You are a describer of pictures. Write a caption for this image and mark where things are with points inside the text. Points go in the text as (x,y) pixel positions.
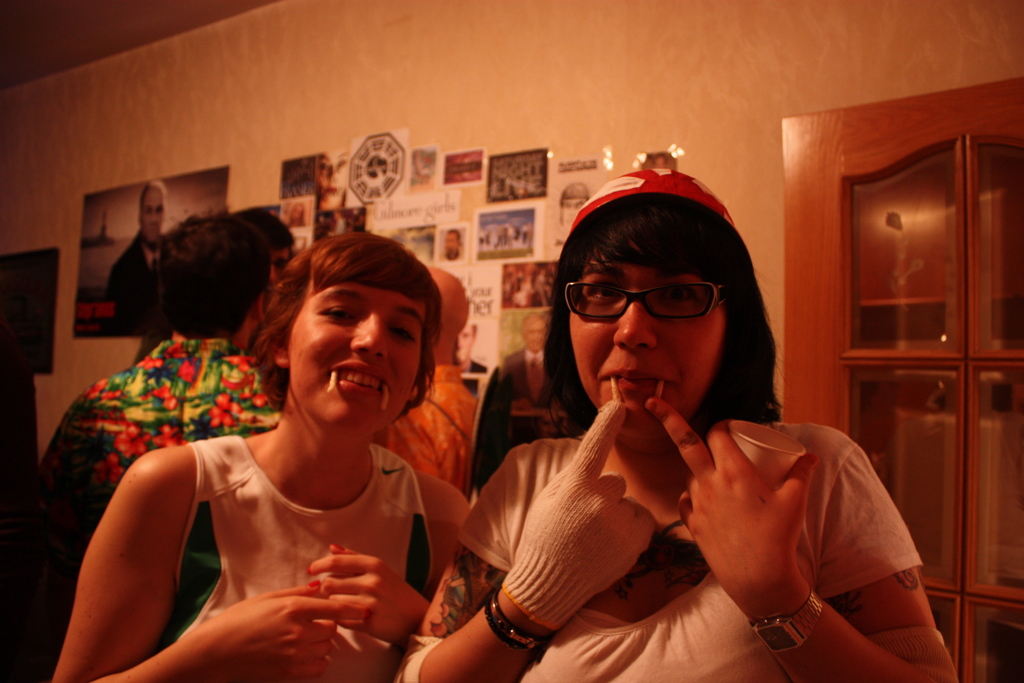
In this image in front (265,636) there are two people (563,510). Behind them there are few other people (236,349). In the background of the image (334,97) there is a wall (237,117) with the posters (387,167) on it. On the right side of the image (847,243) there is a wooden cupboard (909,363).
